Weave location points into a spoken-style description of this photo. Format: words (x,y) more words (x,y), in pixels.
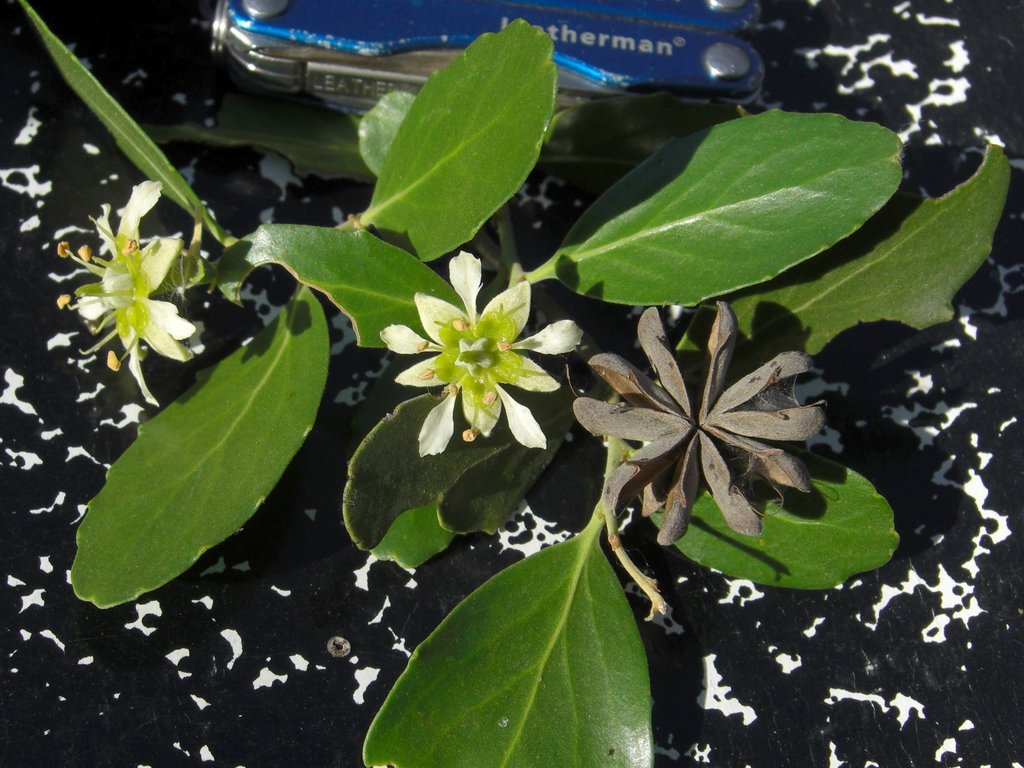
In this image we can see a plant (800,490) with flowers (113,321). At the top (601,17) we can see an object (618,25) with text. Behind the plant (701,109) the background (8,353) is black and white.
